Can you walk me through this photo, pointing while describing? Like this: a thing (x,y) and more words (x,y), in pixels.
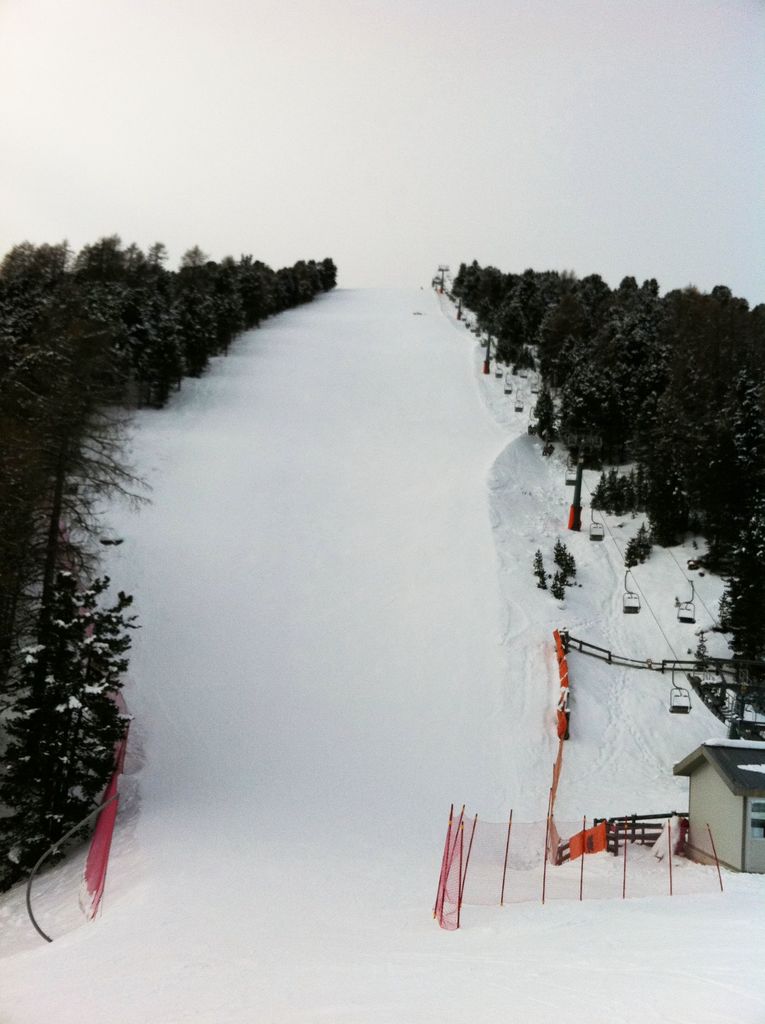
In this picture we can observe some snow (263,471) on the land (349,514). There is a red color fence (548,866) and cabin (723,808) on the right side (723,808). We can observe trees (17,451). The background (172,263) is in white color.
